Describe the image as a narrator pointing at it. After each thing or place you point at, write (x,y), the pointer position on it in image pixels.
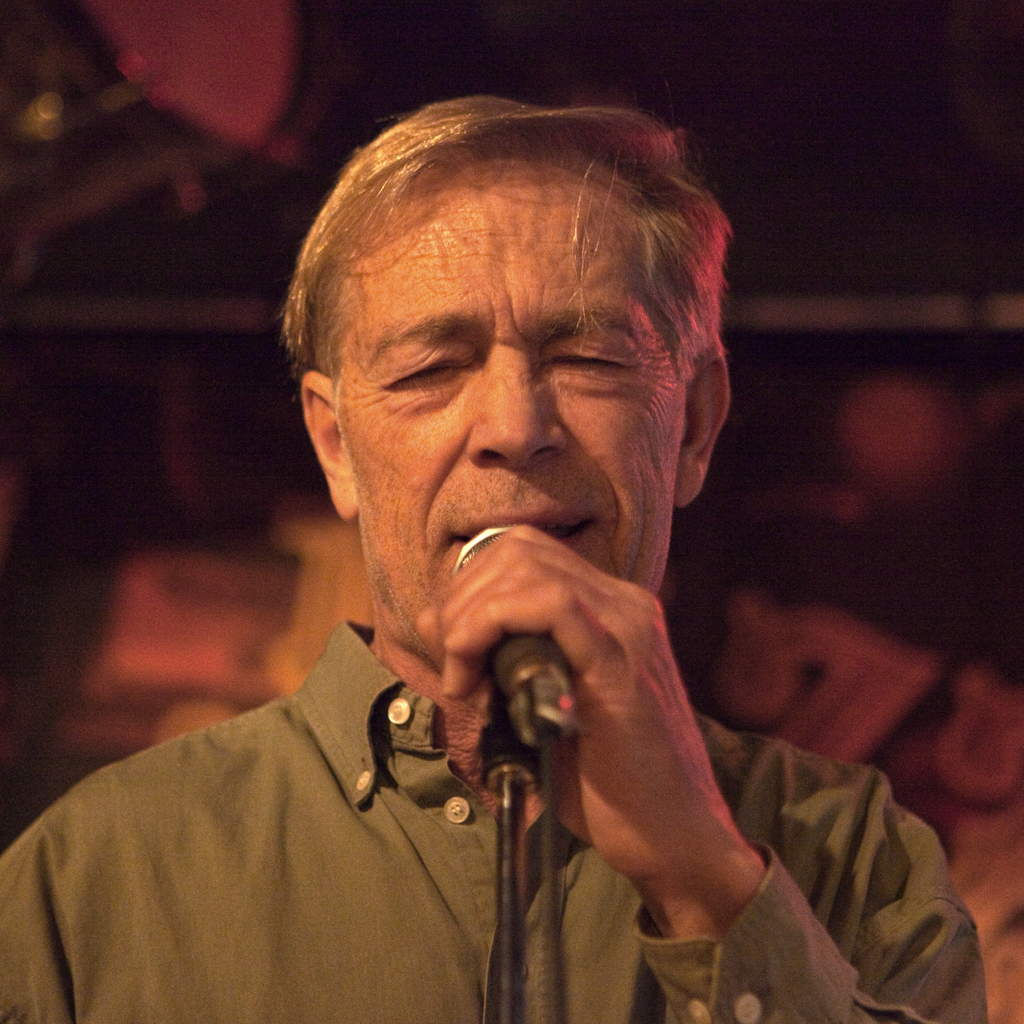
In this picture we can see man (724,836) holding mic (506,534) in his hand (463,593) and singing and in background (275,145) we can see it as dark.
